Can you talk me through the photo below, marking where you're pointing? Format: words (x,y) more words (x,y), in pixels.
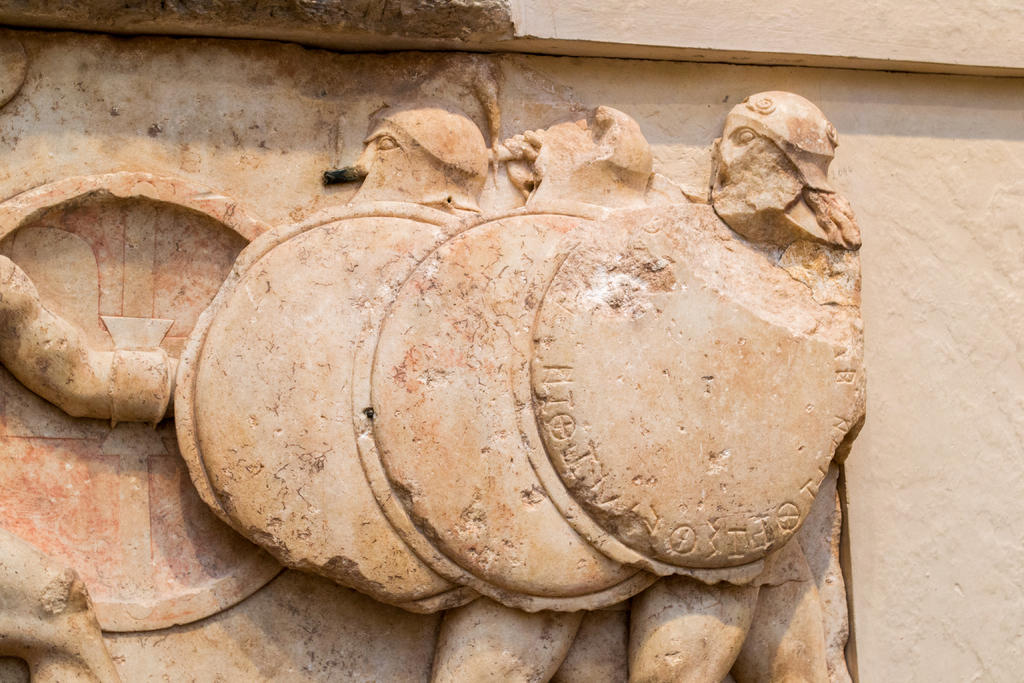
In this image we can see a sculpture (504,312) on the wall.
